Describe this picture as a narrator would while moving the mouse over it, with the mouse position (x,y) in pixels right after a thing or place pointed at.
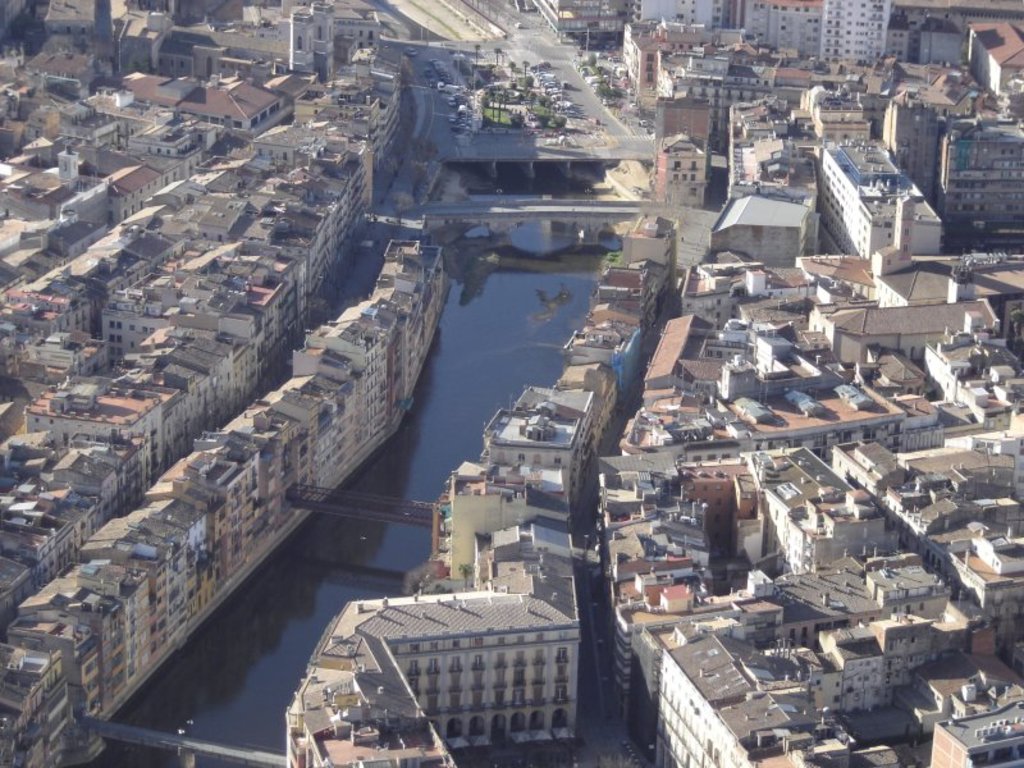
In this image we can see some building (701,413) and there is a water (460,430) in between the buildings (323,711). We can see some bridges (585,225) above the water (552,229). In the background (490,52), we can see the roads (442,57) and vehicles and some trees (508,115).
